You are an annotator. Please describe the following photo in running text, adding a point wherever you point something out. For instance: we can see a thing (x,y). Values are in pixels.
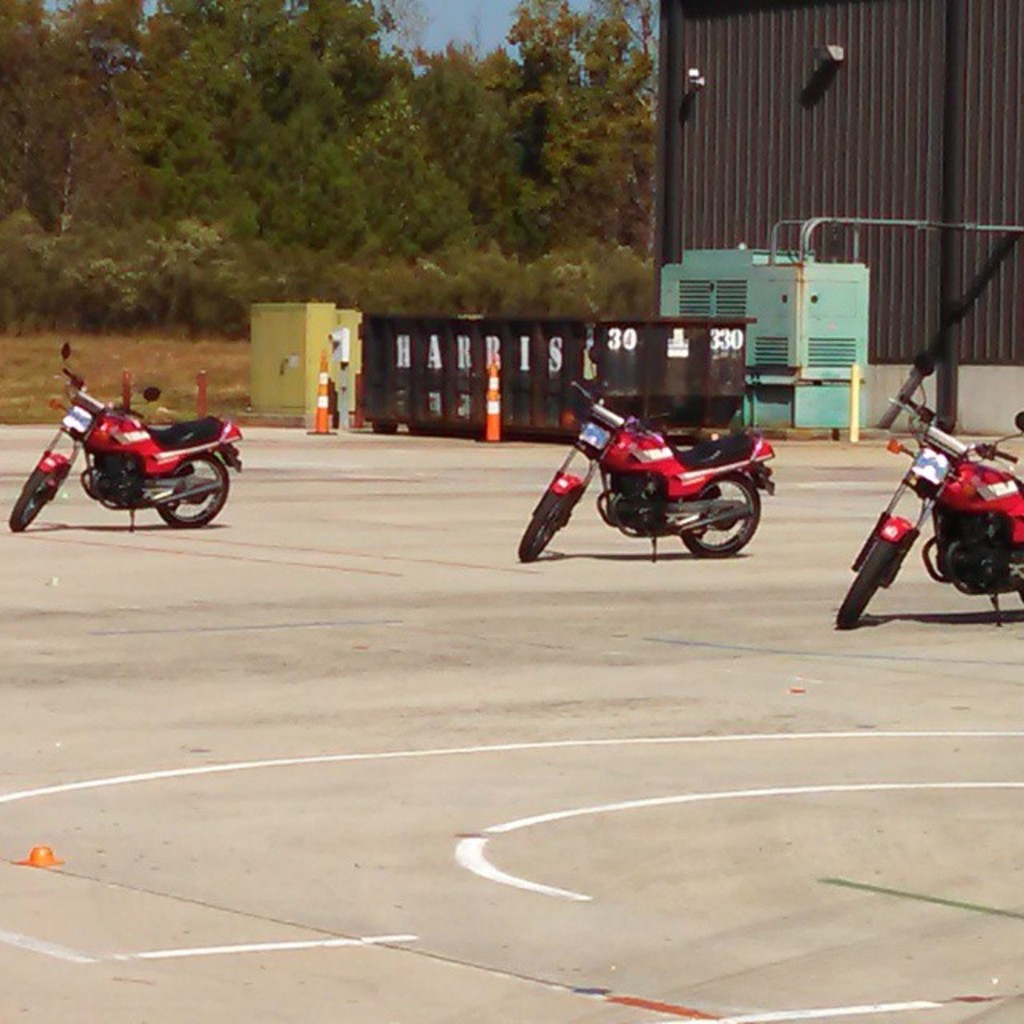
This picture is clicked outside. In the center (652,438) we can see the bikes (192,437) parked on the ground (820,581) and we can see the safety cones (496,393), a black color object (545,363) which seems to be the dumpster (641,377) and a device (764,338) and some other items (258,363). In the background (432,1) we can see the sky (432,23), trees (6,212), plants (194,291) and grass (217,347).
